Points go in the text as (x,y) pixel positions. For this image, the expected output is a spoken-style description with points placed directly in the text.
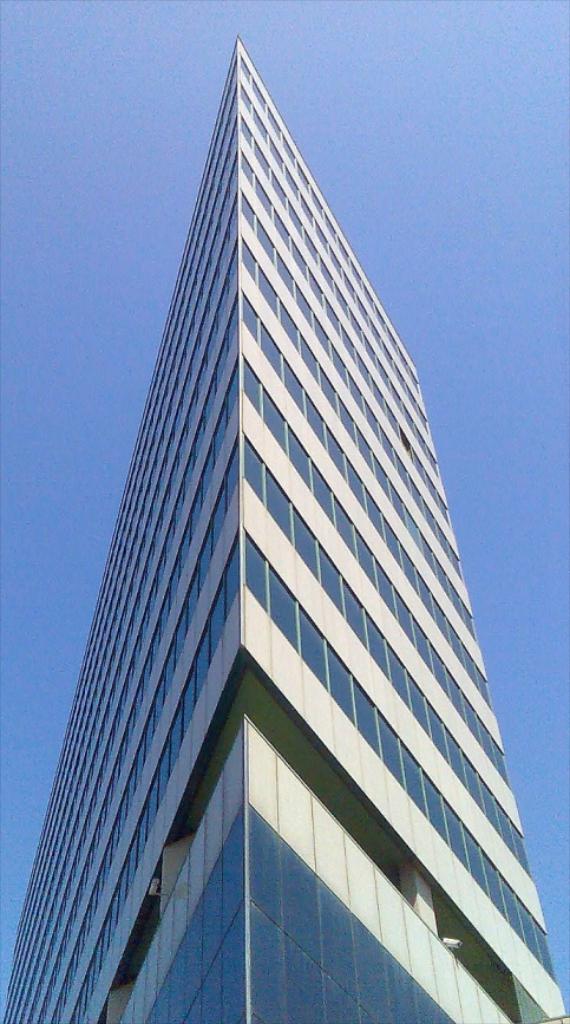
In this picture we can see a building (237,455) and in the background (275,98) we can see the sky (392,260).
